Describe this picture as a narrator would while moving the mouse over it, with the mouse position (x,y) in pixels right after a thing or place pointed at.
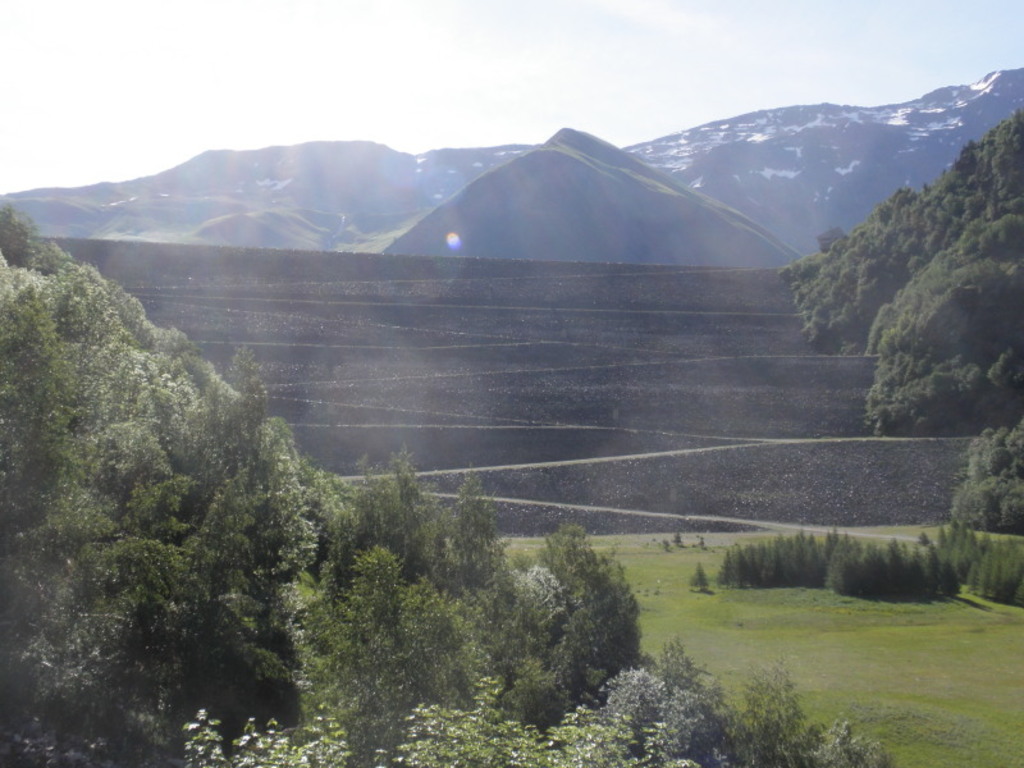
It is a beautiful scenery, there is a grass (696,623) and around the grass (773,645) there are plenty of trees (891,377) in the background (351,200) there are beautiful mountains (753,174).
